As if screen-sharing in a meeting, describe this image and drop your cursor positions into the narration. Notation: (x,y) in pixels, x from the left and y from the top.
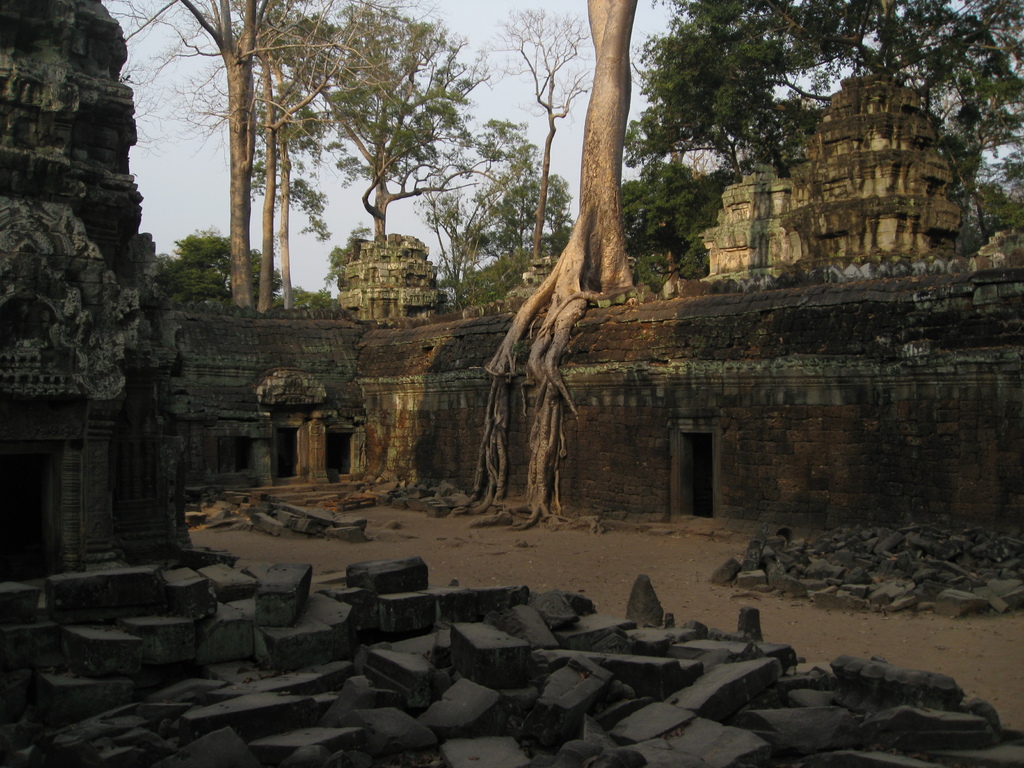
In this image there are stones (275,572), temples (52,263), trees (536,352), and in the background (157,202) there is sky (494,89).
